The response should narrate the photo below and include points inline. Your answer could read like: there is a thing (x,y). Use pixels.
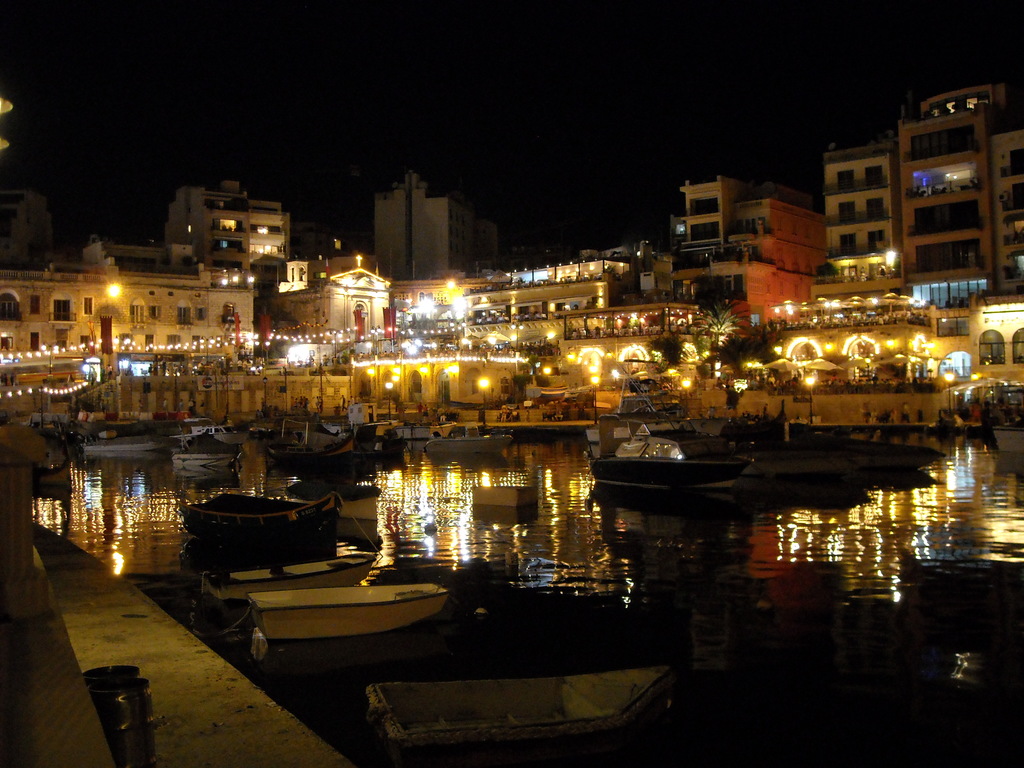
In this picture we can see water (823,685) at the bottom (815,682), there are some boats (702,478) in the water (578,448), in the background (480,333) we can see buildings (111,309) and lights (114,296), there is the sky (501,63) at the top of the picture (470,63), it looks like a tree (752,354) in the middle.
